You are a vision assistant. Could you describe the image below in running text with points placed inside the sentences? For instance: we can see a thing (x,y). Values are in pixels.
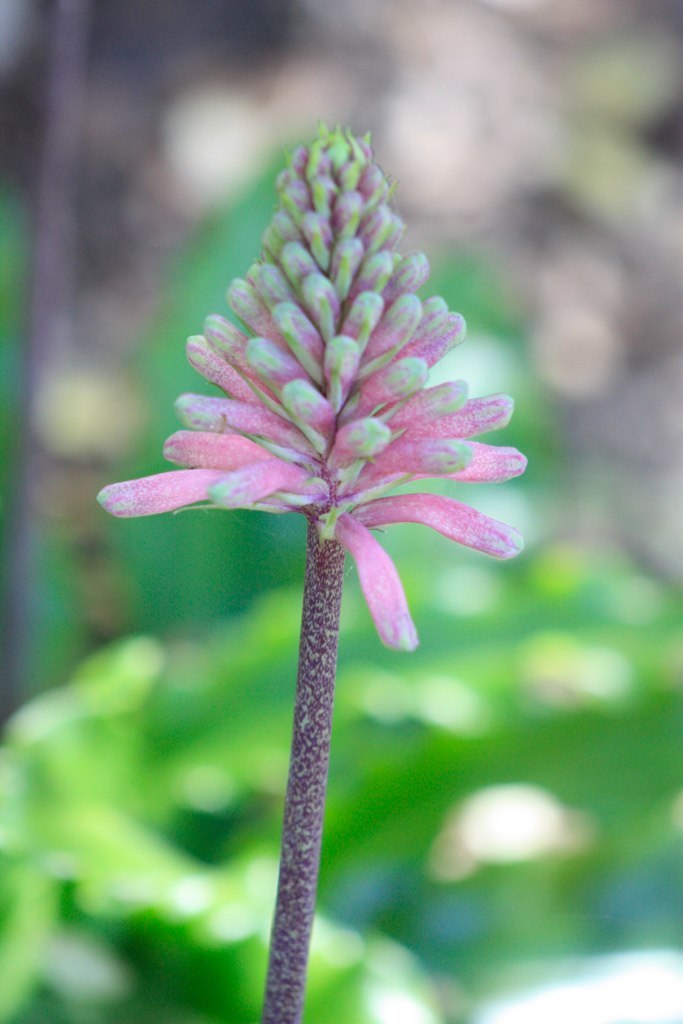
In this image we can see a flower (339,433) with stem (296,957). In the background (262,743), we can see the trees (501,743).
